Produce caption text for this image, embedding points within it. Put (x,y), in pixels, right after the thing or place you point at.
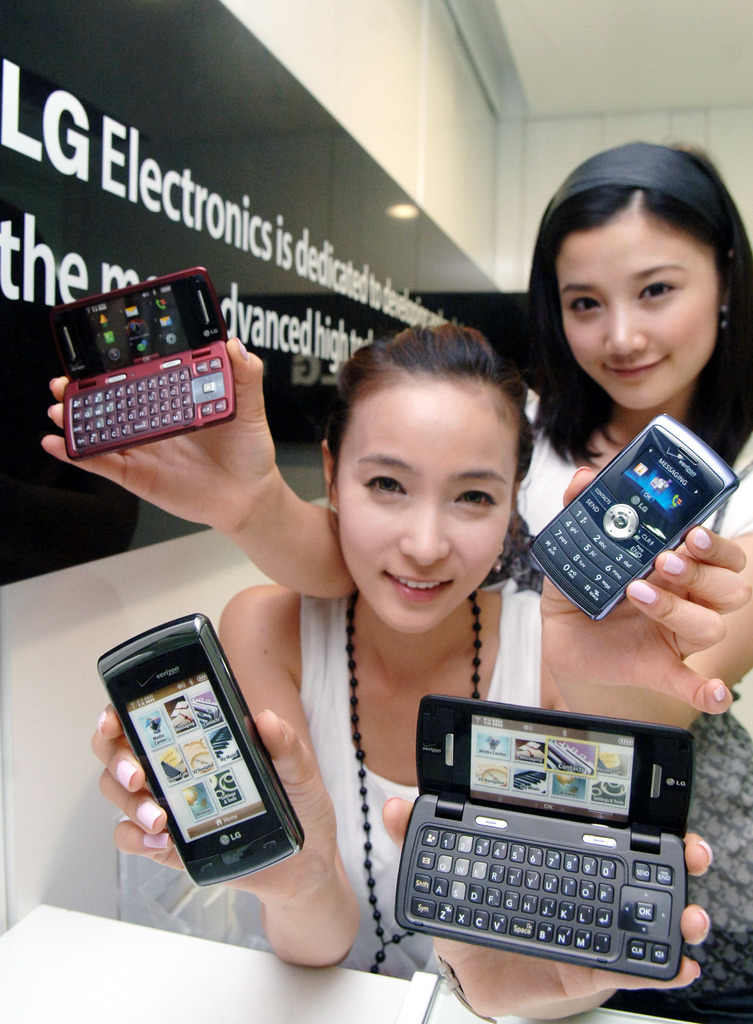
In this picture we can see two woman (360,566) where they are holding mobiles (221,407) in their both hands (149,825) and in background (308,309) we can see wall (450,177), banner (365,220).
